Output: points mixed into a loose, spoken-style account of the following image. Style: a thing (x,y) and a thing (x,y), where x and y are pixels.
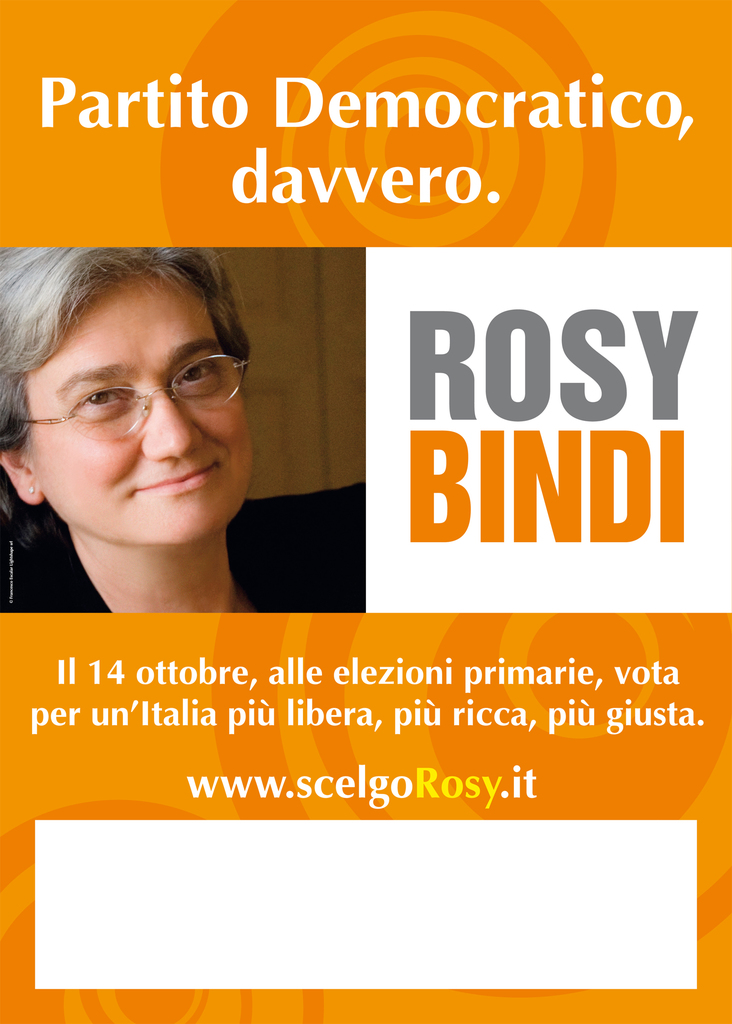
It is looking like a poster (186,441) and on the poster (109,555) there is a person (116,487) and it is written something on the image.
